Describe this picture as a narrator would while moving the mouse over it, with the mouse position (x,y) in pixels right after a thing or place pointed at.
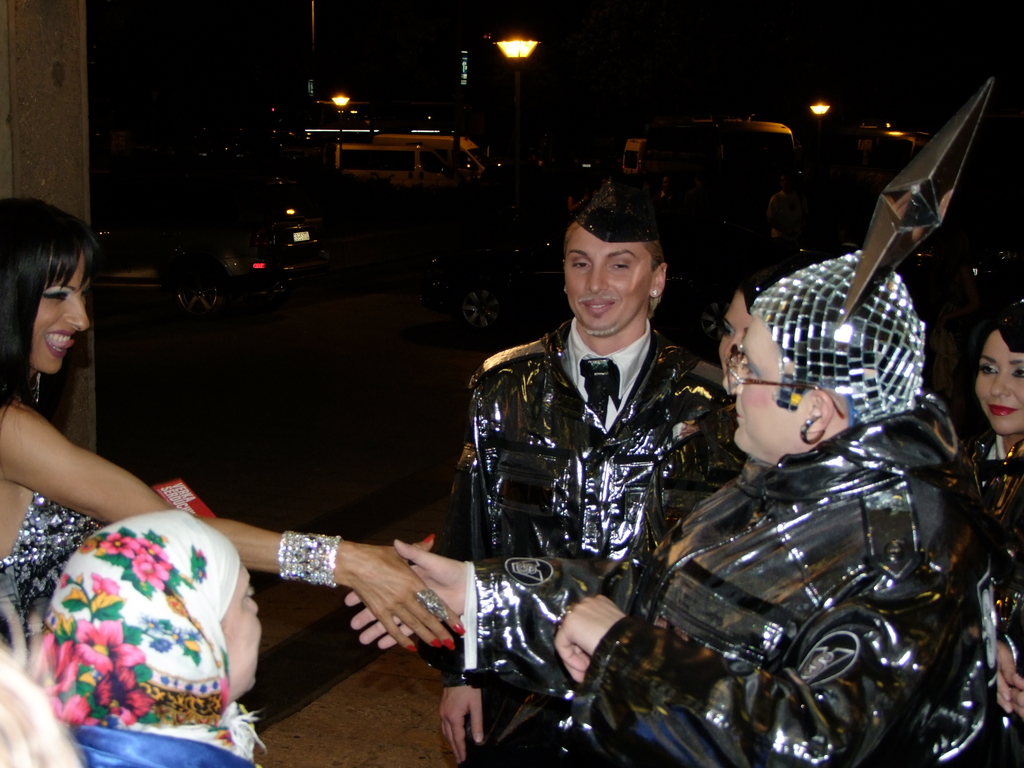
In this image we can see a few people (676,453) and among them two people (741,564) are shaking their hands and in the background (242,225), we can see some vehicles (406,176) and street lights (519,175).
